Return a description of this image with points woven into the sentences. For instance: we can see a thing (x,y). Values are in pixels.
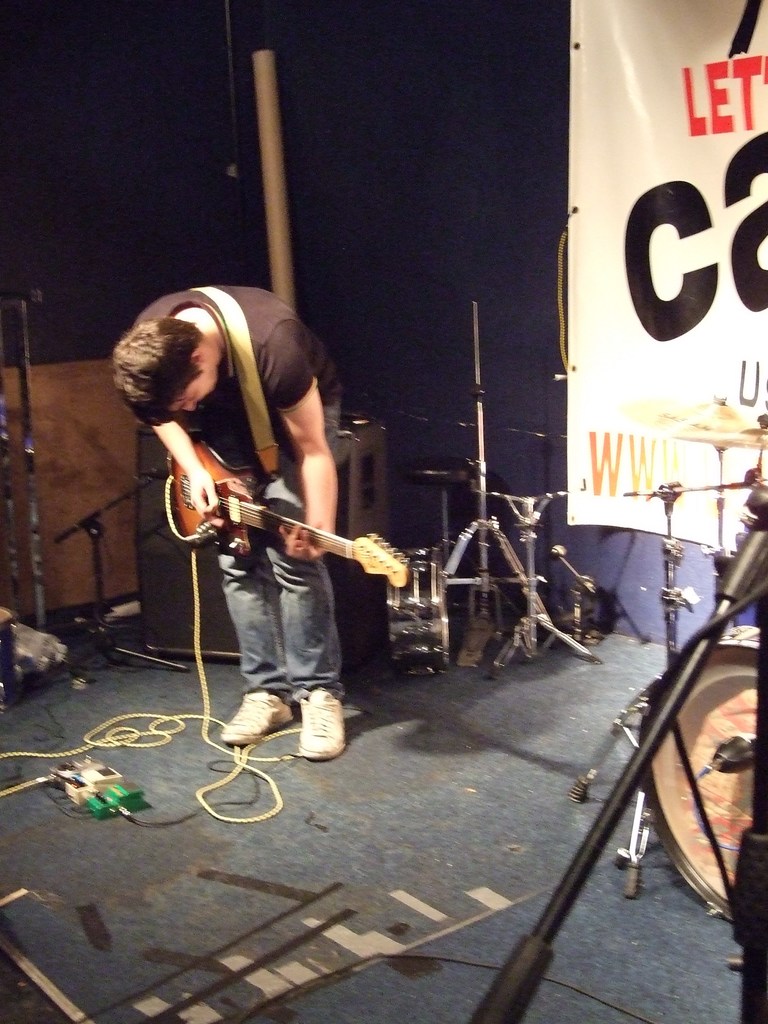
In this image I can see a man (276,505) is playing a guitar (254,516) on stage (232,713). I can also see there is other musical instruments (670,620) on it.
